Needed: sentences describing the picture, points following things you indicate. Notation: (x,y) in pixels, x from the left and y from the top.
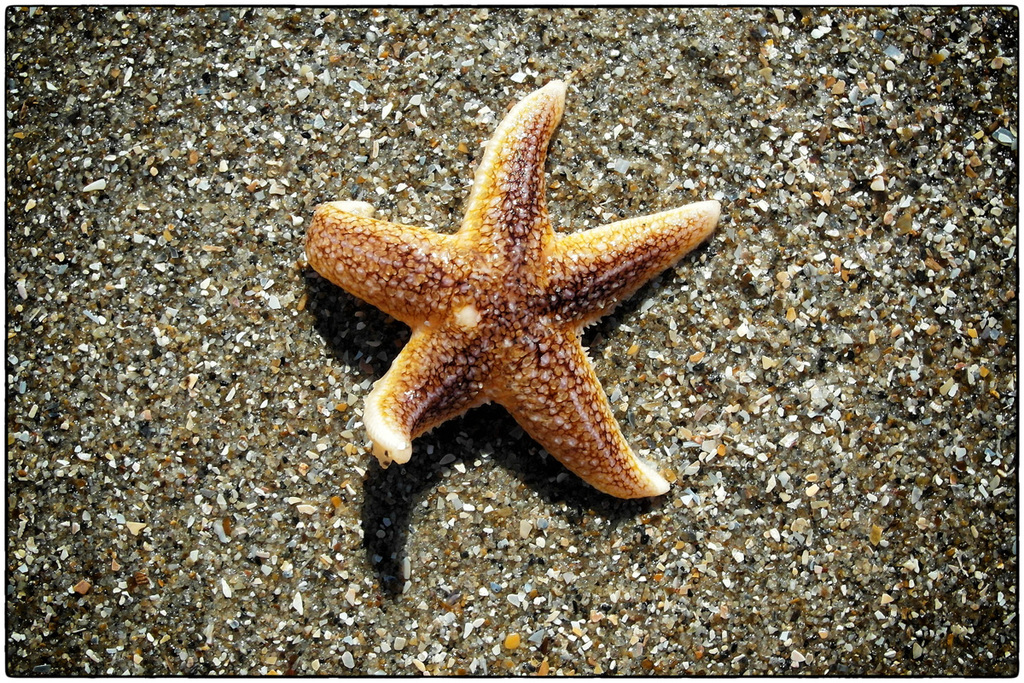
There is a starfish (459,348) on the sand surface (466,69) of the ground (158,368).
